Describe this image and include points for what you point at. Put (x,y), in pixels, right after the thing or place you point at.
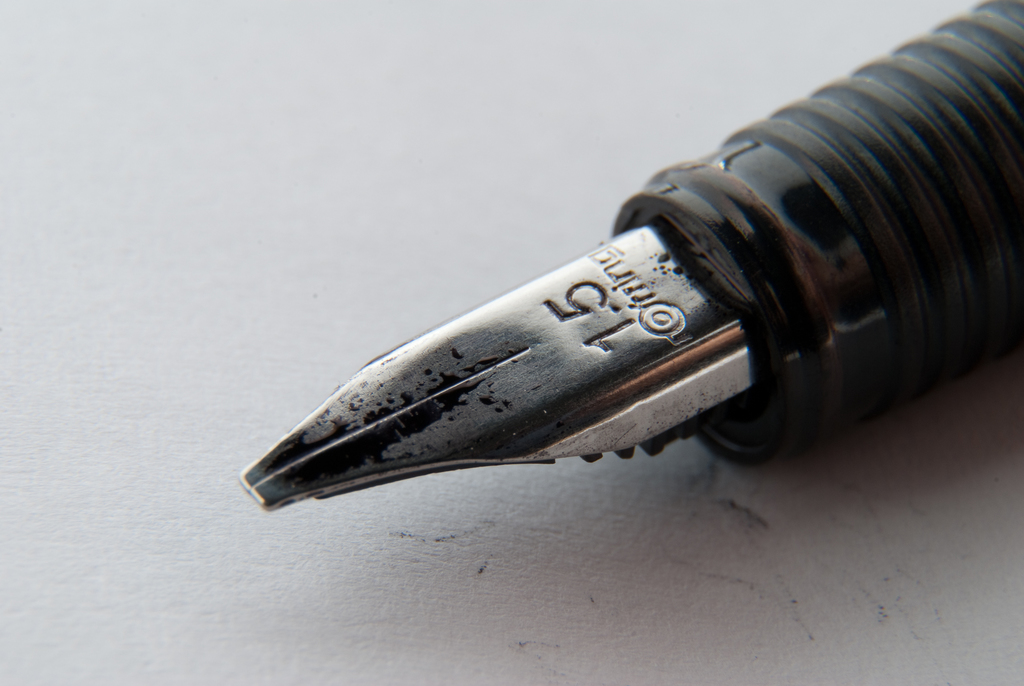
In this image, we can see an ink pen (657,335) on the white surface (351,237).
